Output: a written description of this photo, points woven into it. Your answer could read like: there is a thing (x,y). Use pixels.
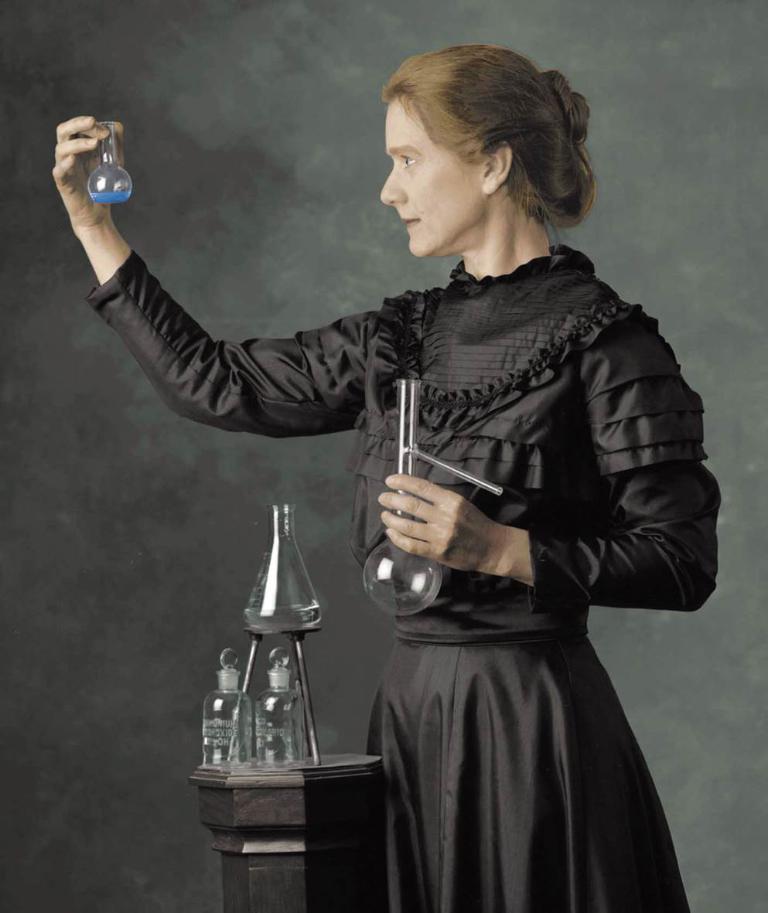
A lady (375,497) wearing a black dress (488,653) is holding a glass bottle (110,174). In her other hand (464,556) there is a glass tube (400,586). In front of her there is a stand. On the stand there is a stand (256,640), glasses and a conical flask (266,564).
